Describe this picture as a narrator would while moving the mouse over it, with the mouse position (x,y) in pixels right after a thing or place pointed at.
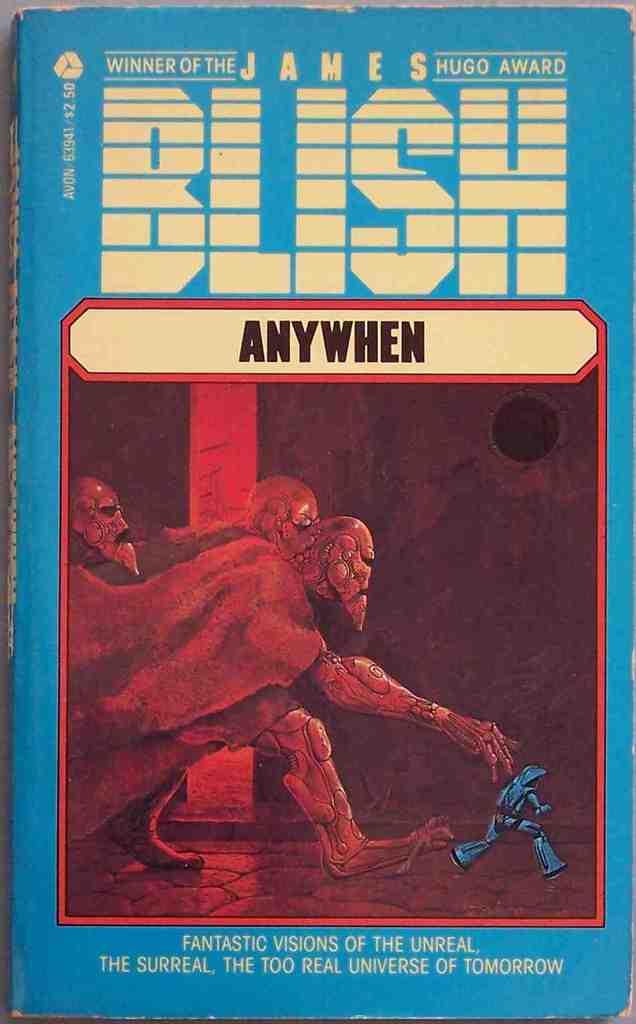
In this picture we can see cover page (205,638) of a book (299,764) on which there are some animated images (239,692) and there is some text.
